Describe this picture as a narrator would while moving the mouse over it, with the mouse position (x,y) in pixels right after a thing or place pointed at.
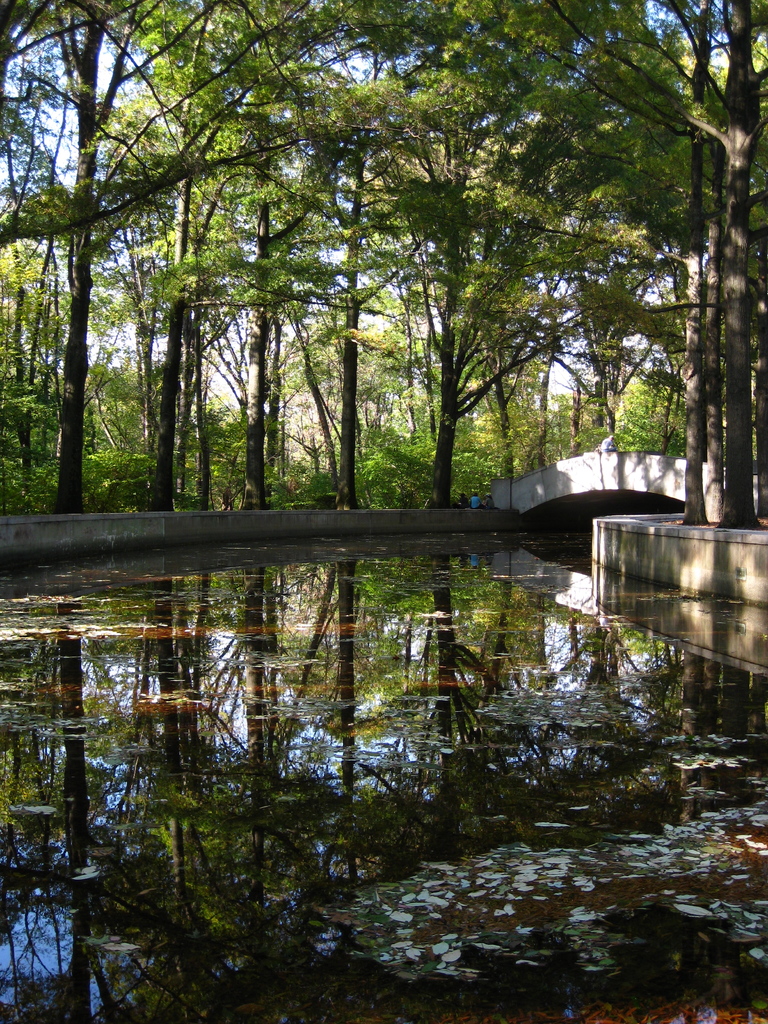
At the bottom of the picture (453,701), we see water (415,849) and this water (274,755) might be in the canal (360,810). We see the reflections (410,623) of trees (713,501) on the water (427,827). On the right side (622,509), we see a wall (645,542), a bridge (704,475) and the trees (700,506). In the middle (507,514), we see two people (487,496) are sitting on the wall (450,512). There are trees (324,369) in the background (424,369).
